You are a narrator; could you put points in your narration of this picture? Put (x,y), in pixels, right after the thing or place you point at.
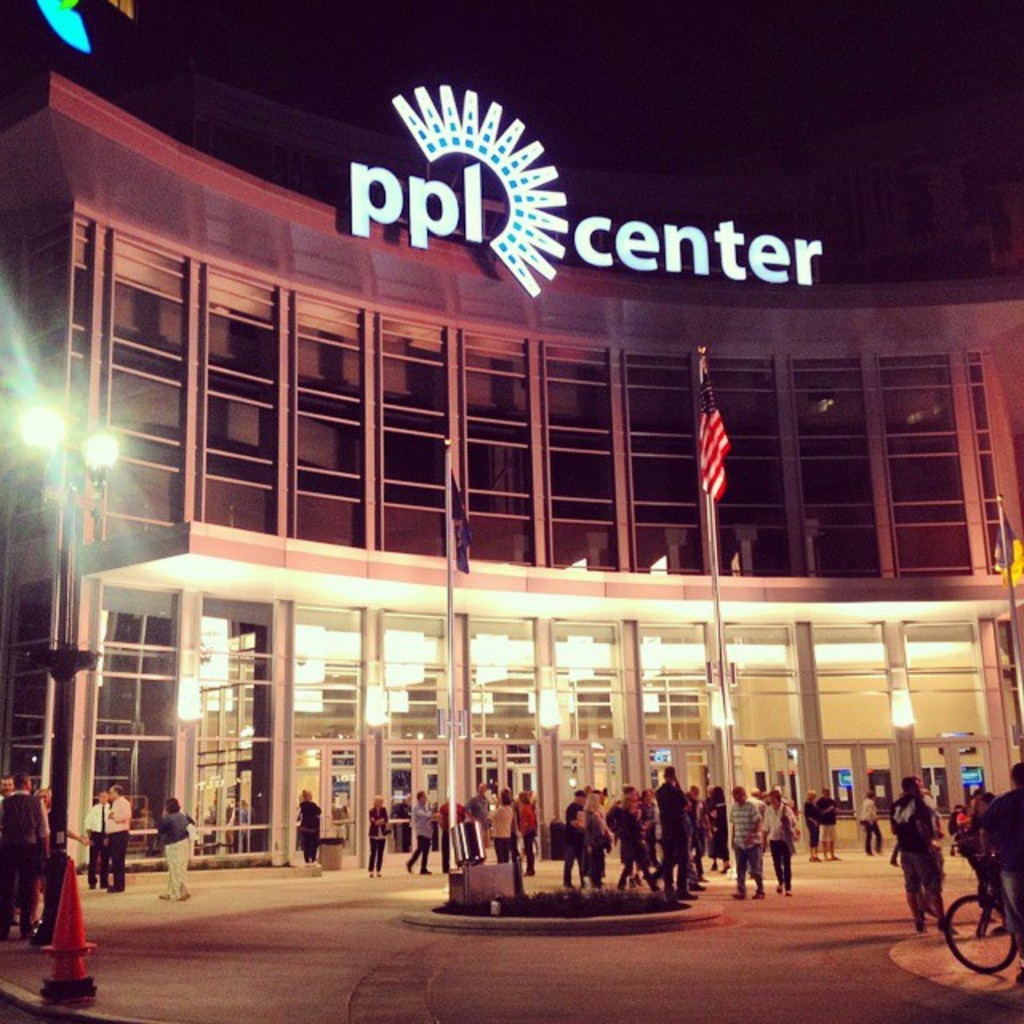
In this picture we can observe a building (673,565). We can observe flag (712,472) to the pole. There are some people (705,805) walking on the land (446,980). On the left side (67,957) there is a traffic cone (67,957). We can observe some lights (101,479) on the left side (65,482). In the background (404,75) there is a sky (777,116) which is dark.
